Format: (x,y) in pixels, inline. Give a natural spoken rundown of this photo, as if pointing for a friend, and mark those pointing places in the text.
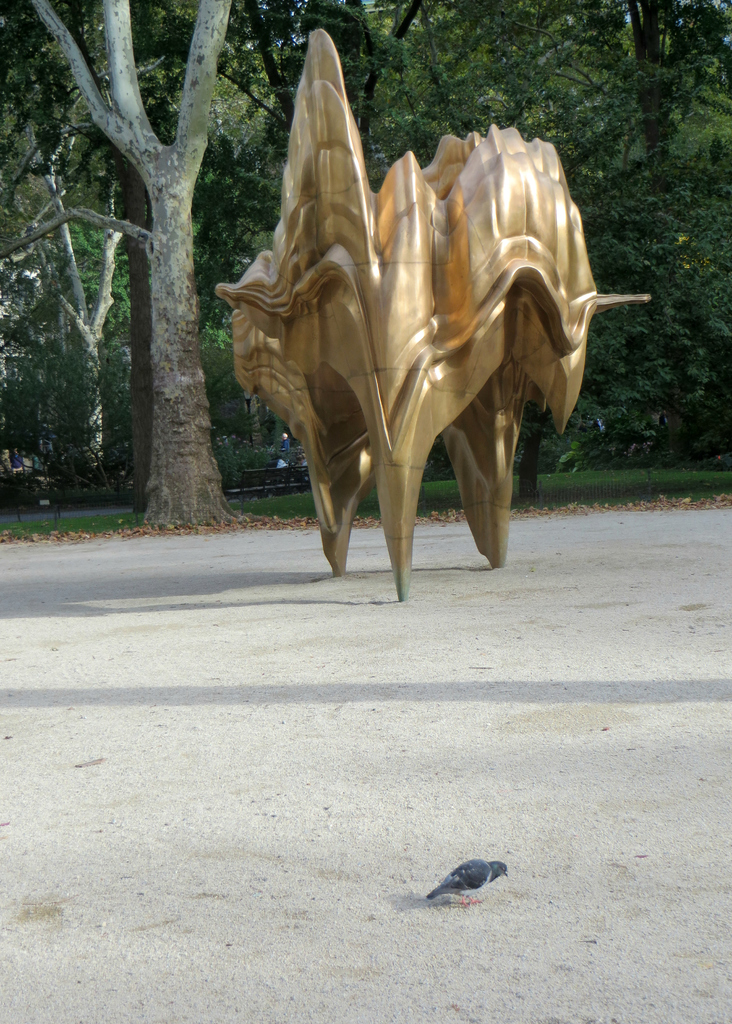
This looks like a modern sculpture (418,355), which is gold in color. This is a bird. These are the trees (549,111) with branches (568,129) and leaves (106,195). In the background (275,480), that looks like a bench (266,480).
